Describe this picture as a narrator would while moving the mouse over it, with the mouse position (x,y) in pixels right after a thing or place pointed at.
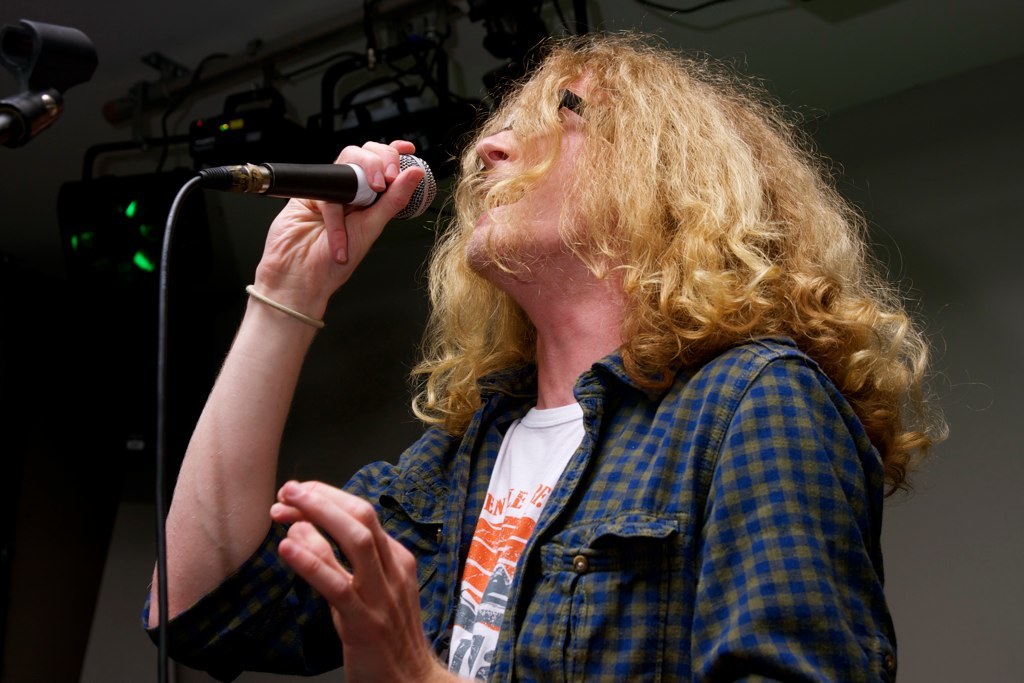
In this image, in the middle (547,329), we can see a man (559,338) standing and holding a microphone (430,179) in his hand (405,143). On the left side (79,55), we can see an electronic instrument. In the background (441,140), we can see some electrical instrument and a wall (980,509).
